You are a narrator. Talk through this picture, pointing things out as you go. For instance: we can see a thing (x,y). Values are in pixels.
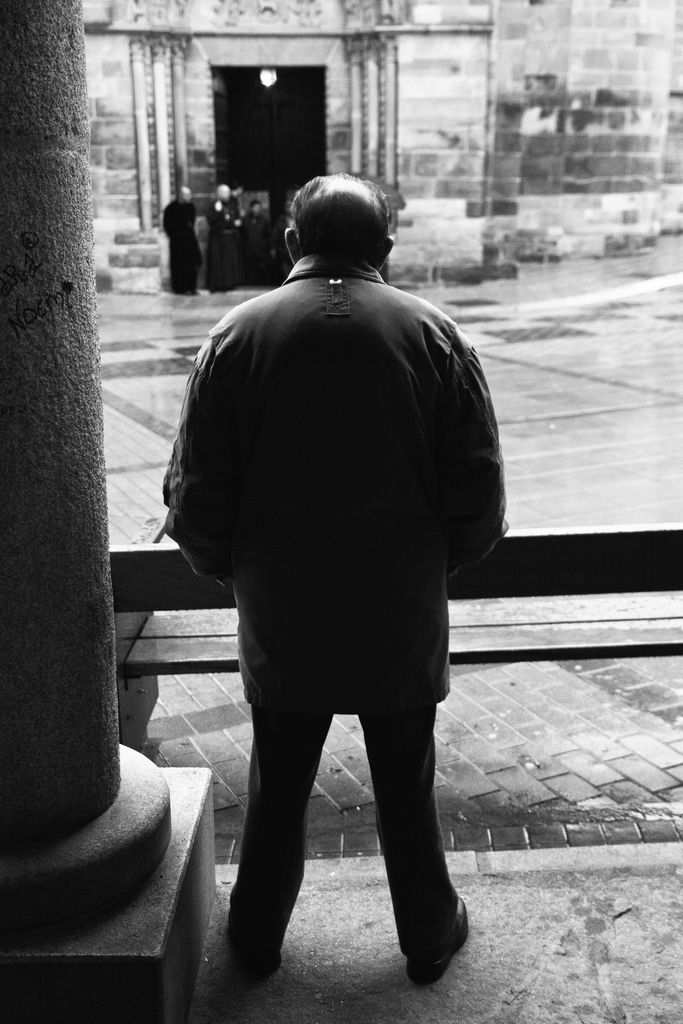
In this picture I can see a man (408,441) standing and in the back (324,153) I can see few people (253,267) standing and looks like a building (483,118) and I can see a pillar (156,768) on the left side of the picture (34,389).
